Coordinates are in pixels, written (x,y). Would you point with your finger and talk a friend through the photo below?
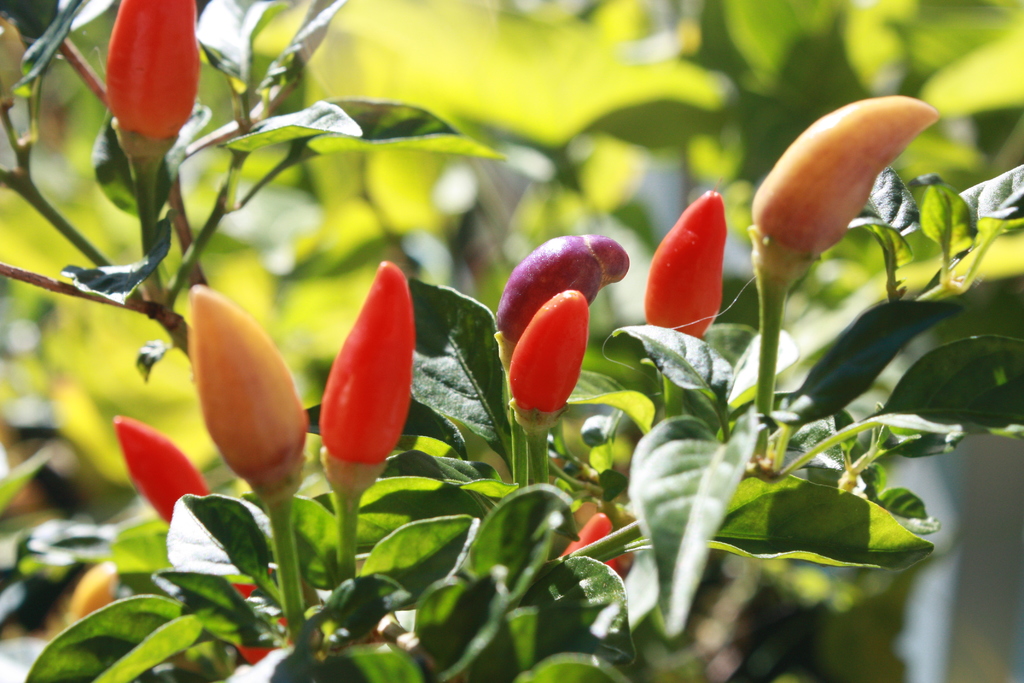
In this picture we can see chili peppers (856,200), leaves (485,473) and in the background (543,46) it is blurry.
